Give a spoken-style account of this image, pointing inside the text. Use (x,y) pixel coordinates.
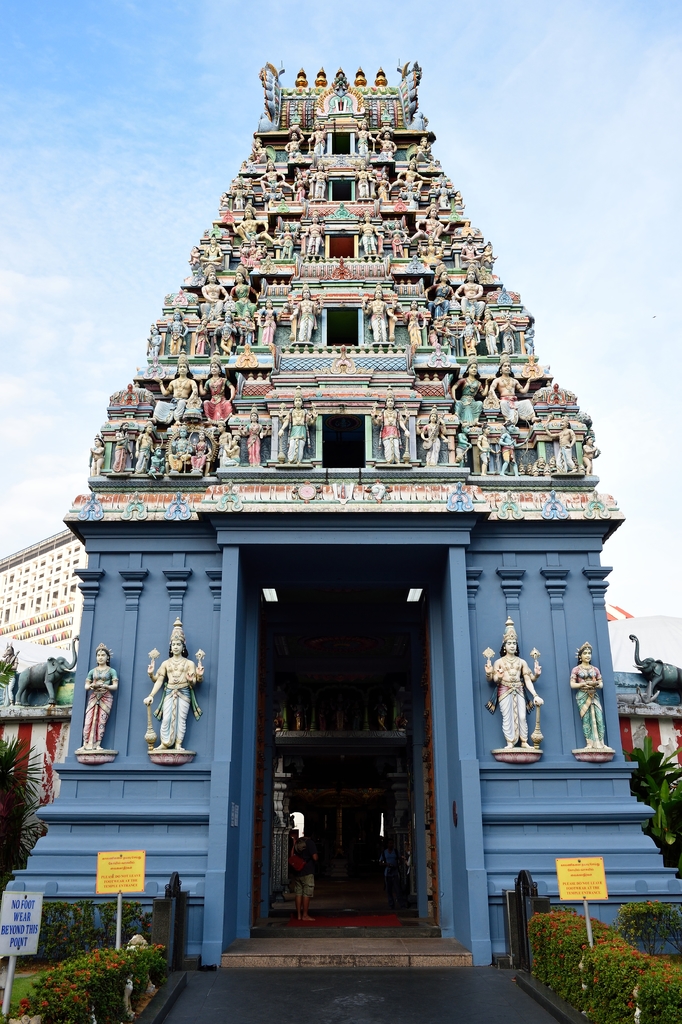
In this image there is a temple (298,649), people (297,873), idols (386,711), plants (61,920), boards (33,911), grass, cloudy sky (128,214) and objects (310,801).
